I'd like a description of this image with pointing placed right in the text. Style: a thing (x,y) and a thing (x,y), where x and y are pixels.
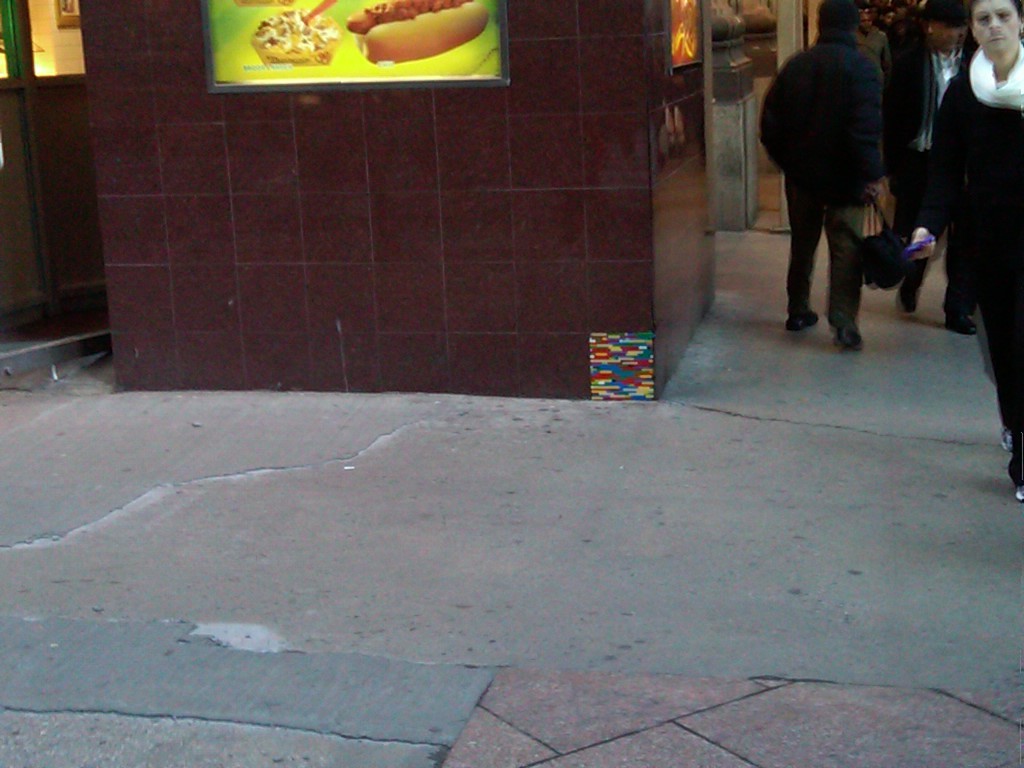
In this picture I can see group of people (985,54) standing, there are frames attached to the walls (454,196).
